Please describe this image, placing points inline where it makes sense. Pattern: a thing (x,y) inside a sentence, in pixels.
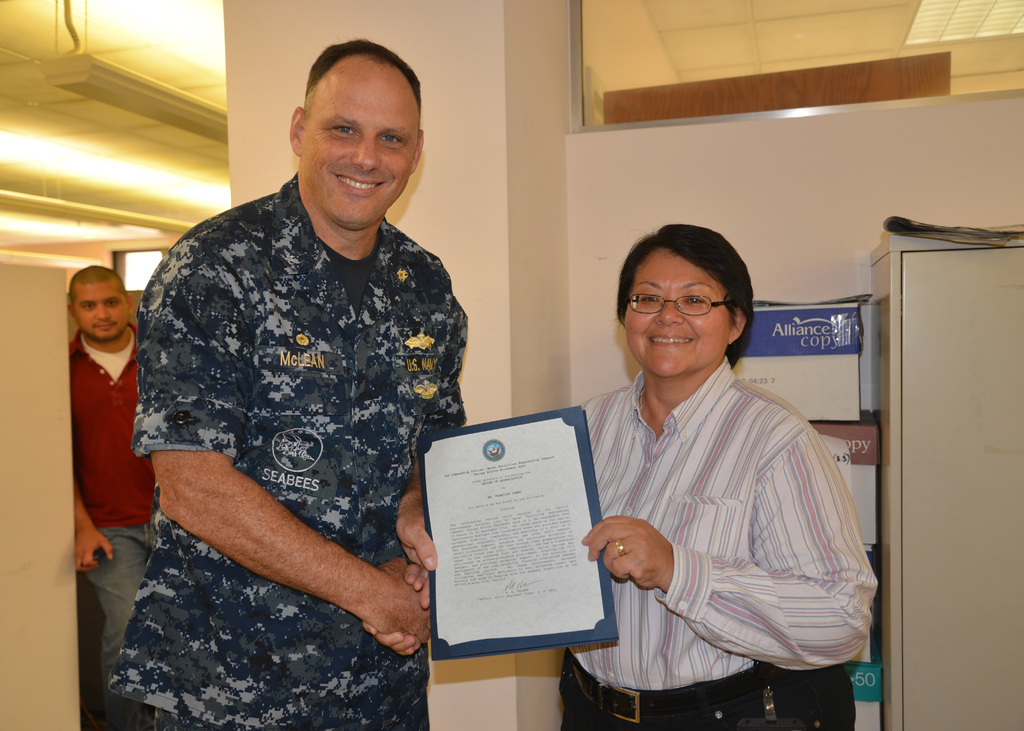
In this picture we can see a man (308,523) and a woman (693,495) are standing and smiling, they are holding a certificate (562,602), on the left side (114,439) we can see another man (102,436), on the right side (842,416) there are some boxes (841,421), we can see the ceiling (162,78) and lights (191,114) at the top of the picture (160,52).
